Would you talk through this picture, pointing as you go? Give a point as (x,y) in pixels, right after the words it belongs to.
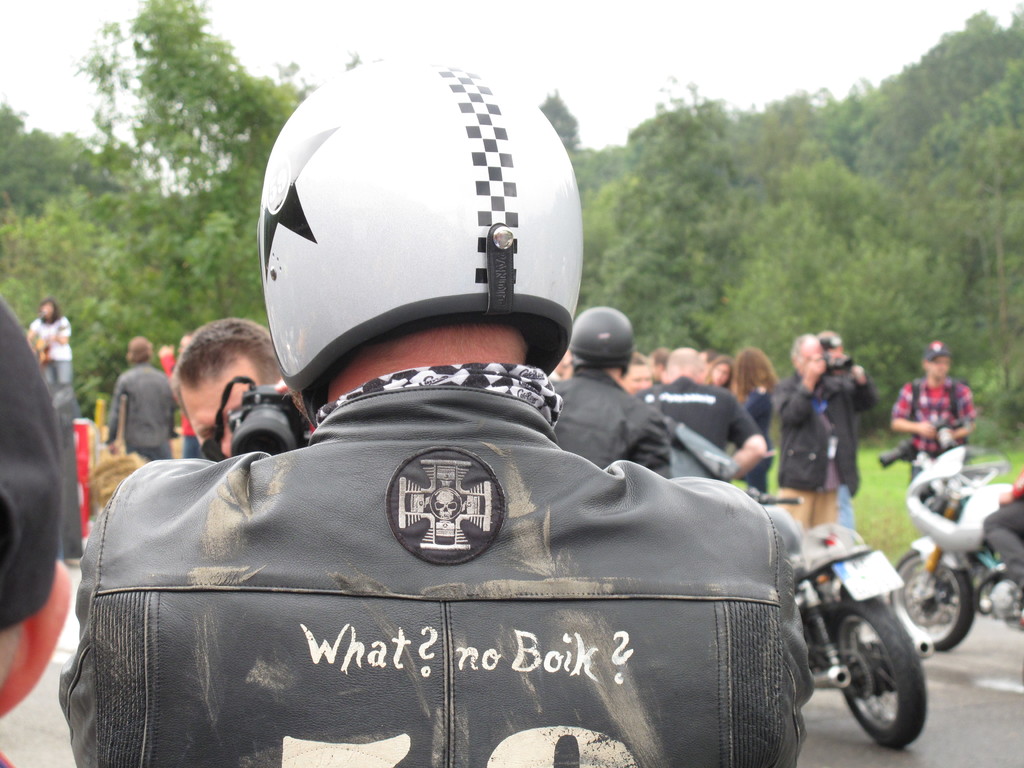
In this picture, we can see a few people (397,492), and among them a few are holding some objects (295,433) like camera (295,433), and a few are with helmets (539,268), we can see the road (956,667), ground (906,484) with grass (893,493), trees (72,241), vehicles (920,521), and the sky (965,15).
